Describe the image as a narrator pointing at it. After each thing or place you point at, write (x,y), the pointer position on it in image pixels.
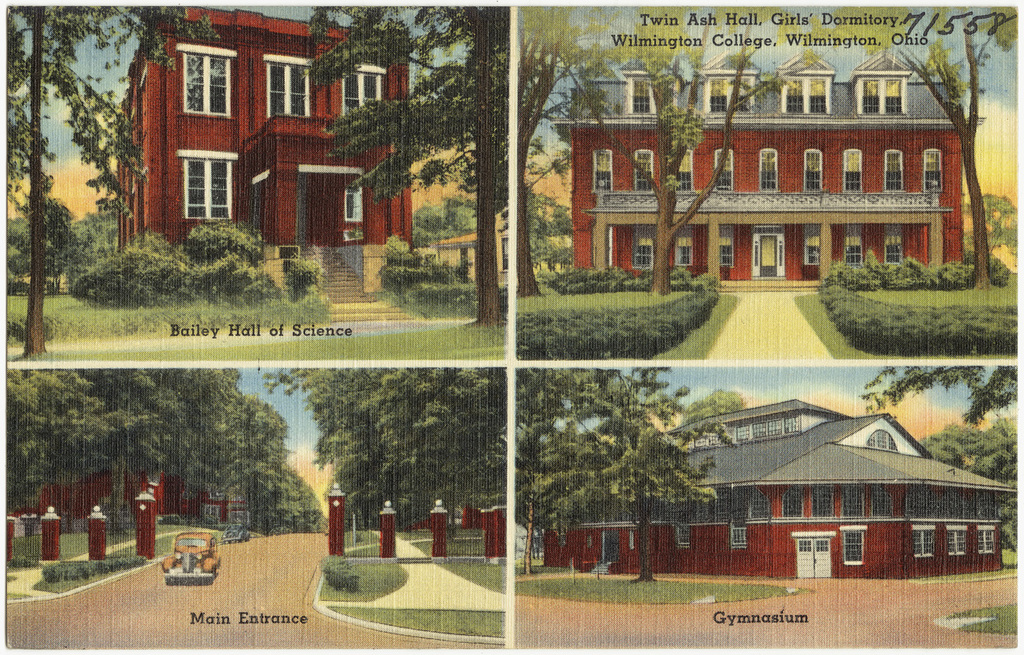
In this image we can see the collage picture of buildings (343,180), trees (553,451), pillars (335,541), grass (451,614), sky (325,511) and vehicle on the road (307,575). And there is the text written on the picture.
